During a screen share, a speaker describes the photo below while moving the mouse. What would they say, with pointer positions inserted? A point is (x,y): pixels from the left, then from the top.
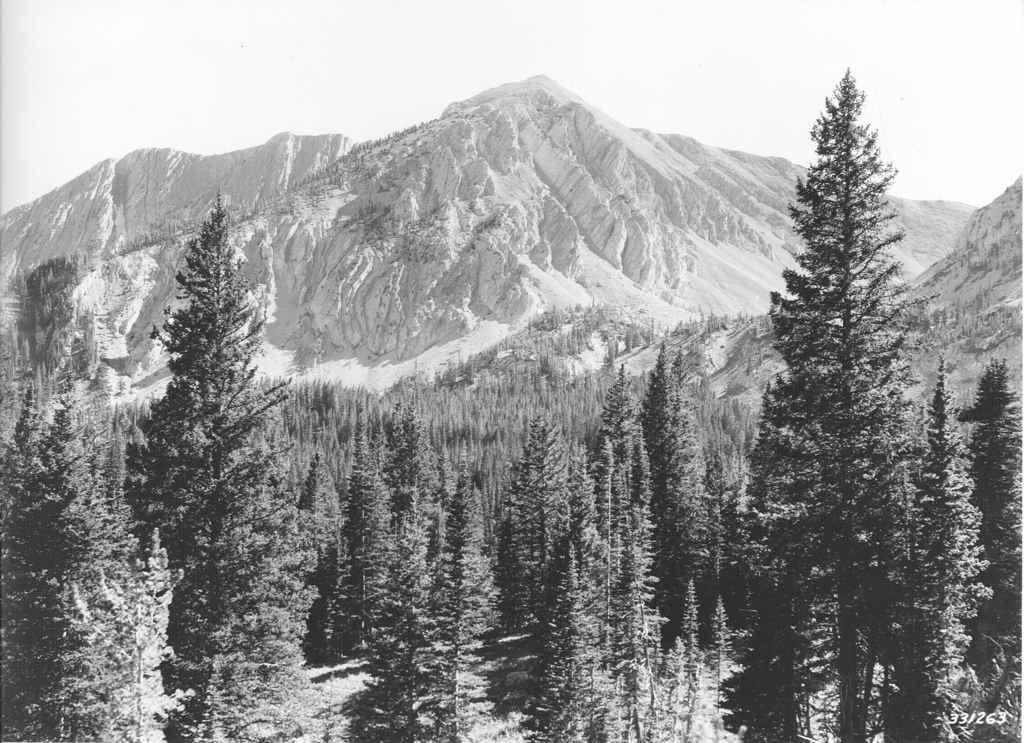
This is a black and white image where we can see trees (791,520) and mountains (536,171). Here we can see the watermark (961,713) on the bottom right side of the image (1002,718).
